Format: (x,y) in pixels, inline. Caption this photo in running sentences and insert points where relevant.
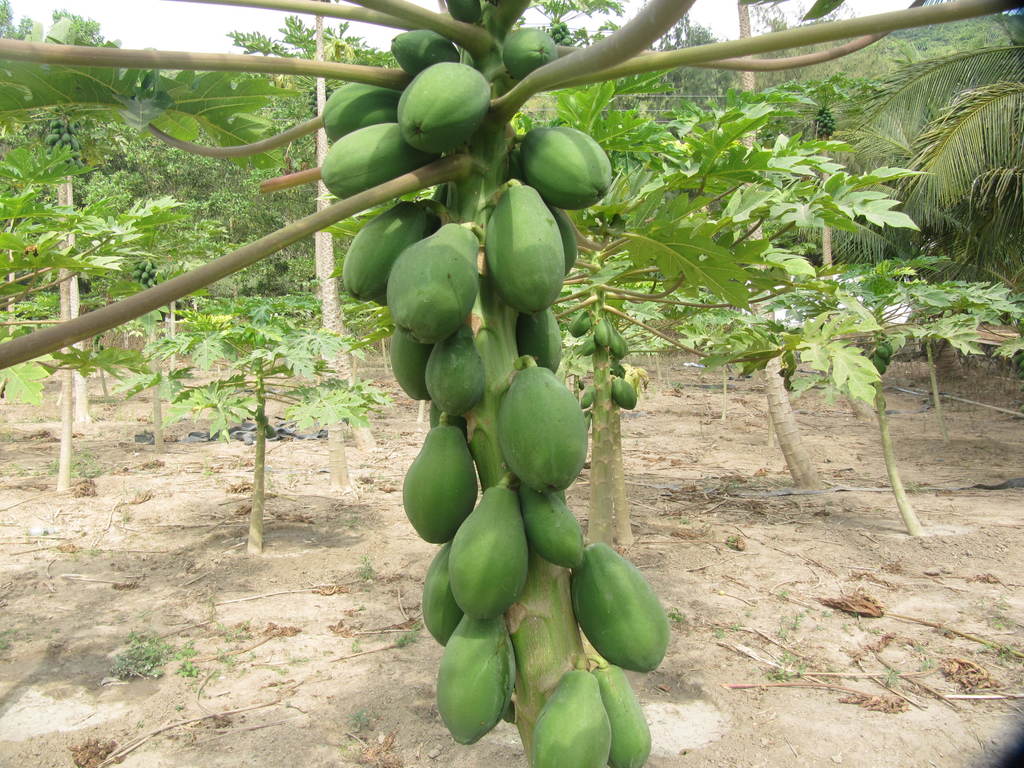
In the picture we can see some papaya trees (749,231) with papaya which are green in color and we can also see some part of the sky (265,24).
